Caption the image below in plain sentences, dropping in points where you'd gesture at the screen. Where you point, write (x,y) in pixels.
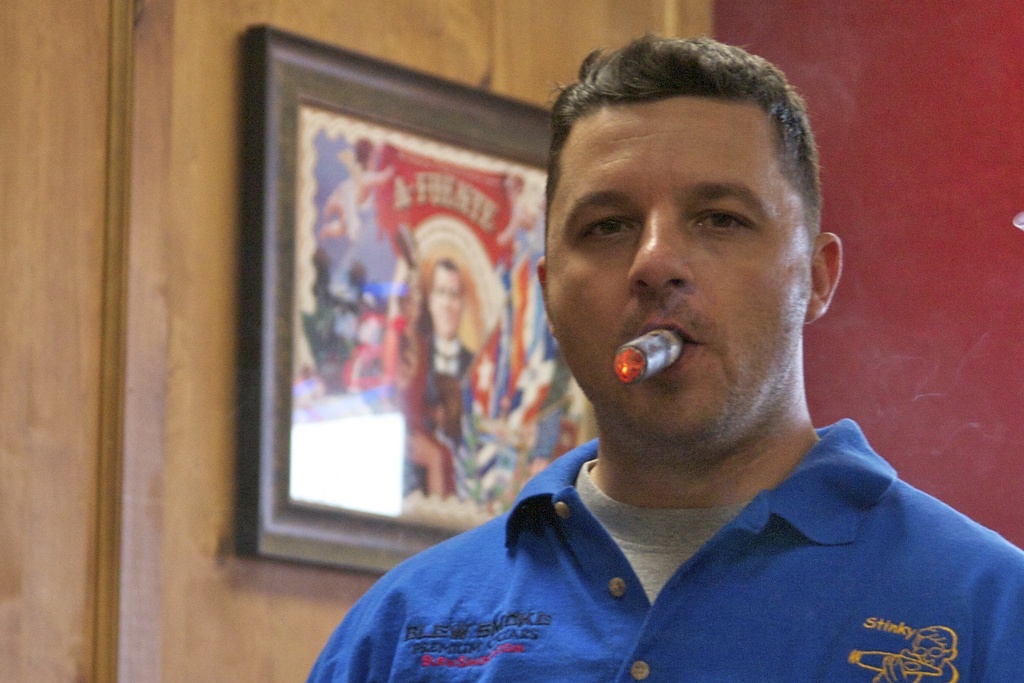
In the background (257,44) we can see a frame (267,54) on the wooden wall (201,219). In this picture we can see a man (447,646) and we can see a cigar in his mouth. On the right side of the picture (990,224) we can see the wall (1002,236).
